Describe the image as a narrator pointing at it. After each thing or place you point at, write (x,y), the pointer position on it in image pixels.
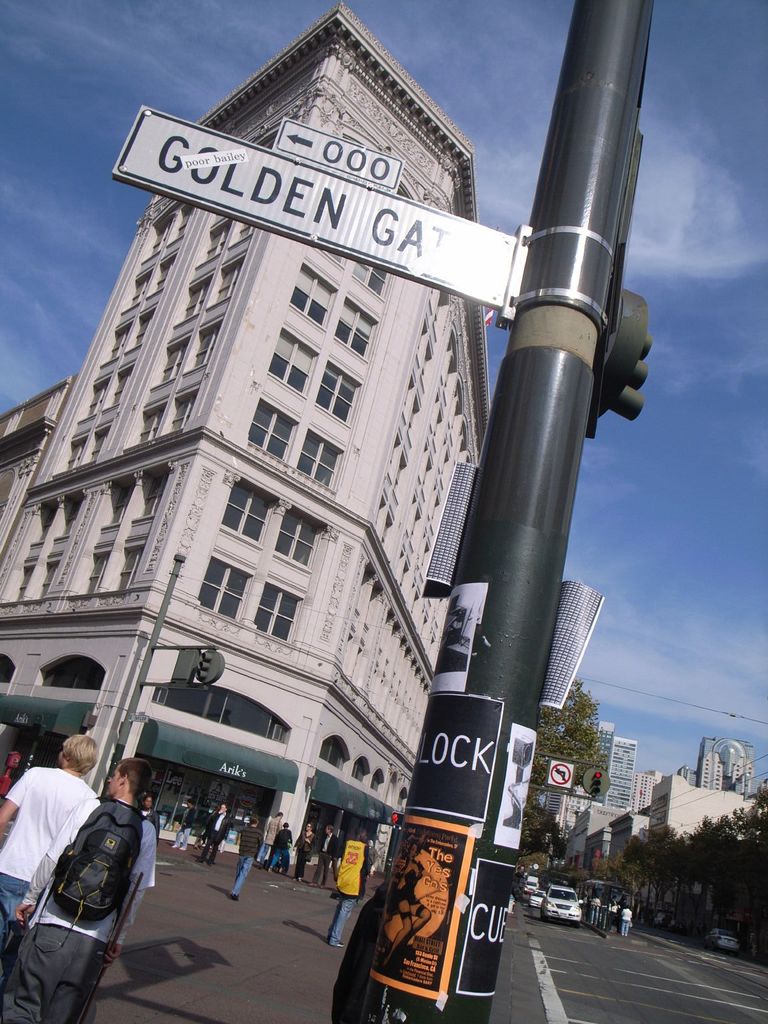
In this image there is a pole (549,231), on that pole (549,250) there is a board (230,187), on that board (336,168) there is some text (162,159) and there is a road (576,942) on that road (579,933) there are people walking and there are cars (546,898), in the background (305,560) there is a building (228,367), trees (585,748) and a sky (111,187).
